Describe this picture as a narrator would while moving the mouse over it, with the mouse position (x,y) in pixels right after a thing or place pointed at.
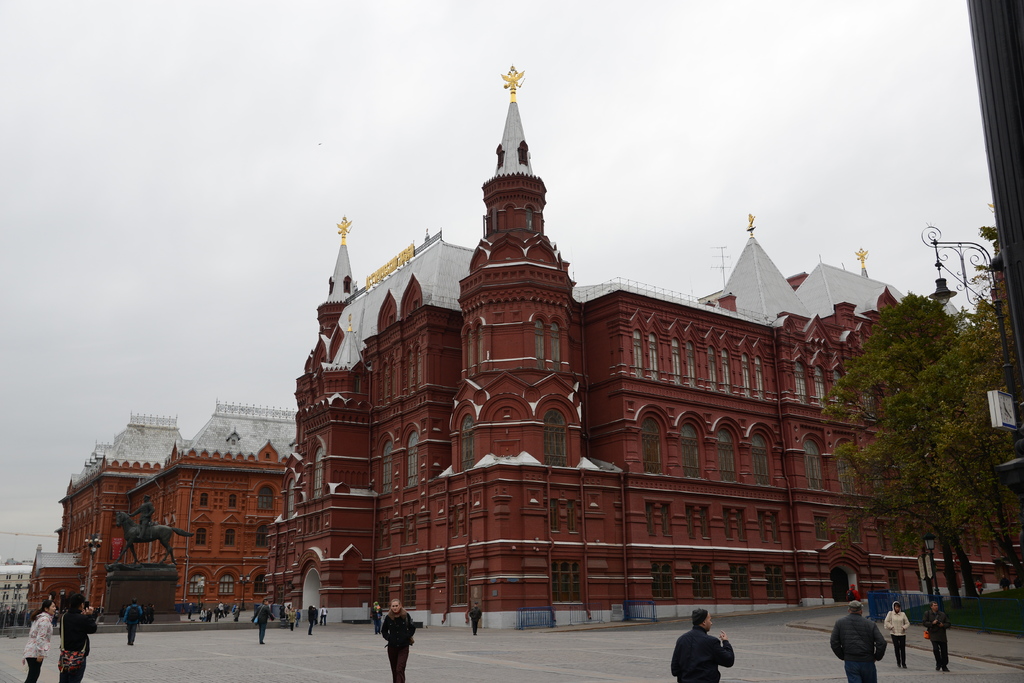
In this image in the center (616,423) there are some buildings (775,434), and also there are some persons (844,636) who are walking and some of them are standing. And also there are some trees (896,312), poles (997,308), lights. And on the left side (141,573) there is one statue (128,572), at the bottom (607,645) there is a walkway (826,618) and in the background (470,125) there is sky (608,120).
